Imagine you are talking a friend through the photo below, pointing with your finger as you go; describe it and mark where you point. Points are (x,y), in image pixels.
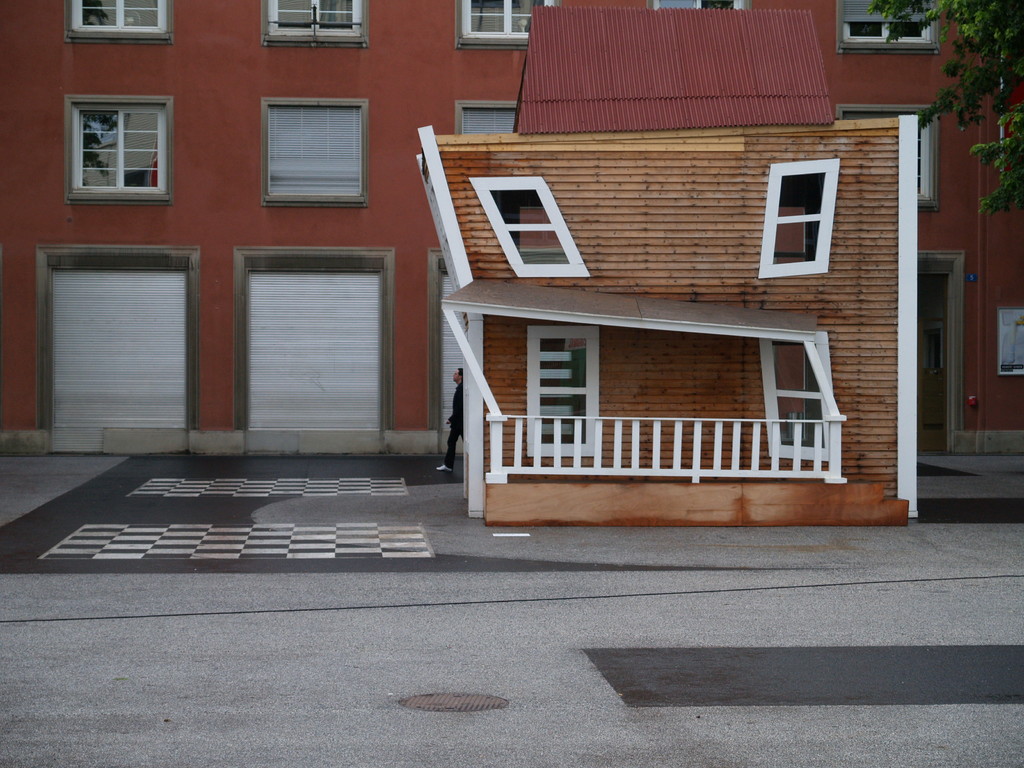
In this picture I can observe a building (379,153) which is in brown color. In front of the building (298,187) I can observe road (618,742). On the right side (955,51) there is a tree (974,93).
